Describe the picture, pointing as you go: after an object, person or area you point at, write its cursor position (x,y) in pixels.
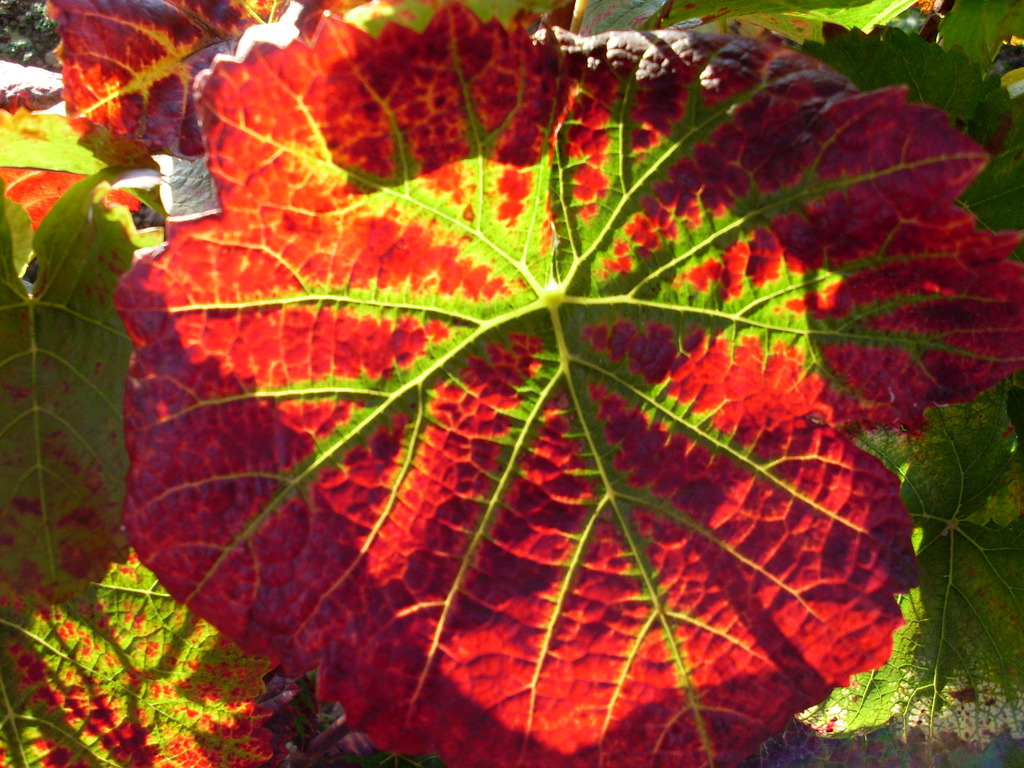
In this image I can see few red and green colour leaves (342,367).
